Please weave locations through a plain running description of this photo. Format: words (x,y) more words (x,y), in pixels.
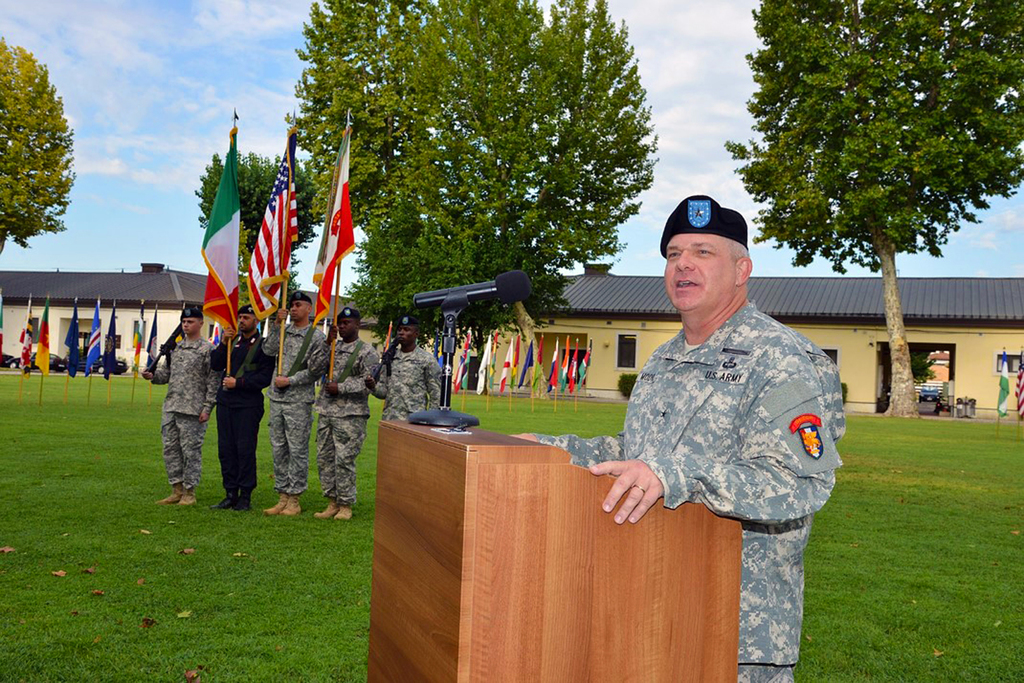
In this image in the front (505,545) there is a podium (527,557) and on the top of the podium (527,557) there is a mic (446,363), there is a person (733,448) standing and speaking. In the center (353,377) there are persons (238,375) standing and holding flags (223,287). In the background (535,321) there are trees (377,311), houses (95,288), cars (63,369) and flags (91,351) and the sky (194,67) is cloudy. In the center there are dry leaves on the ground (170,581).
